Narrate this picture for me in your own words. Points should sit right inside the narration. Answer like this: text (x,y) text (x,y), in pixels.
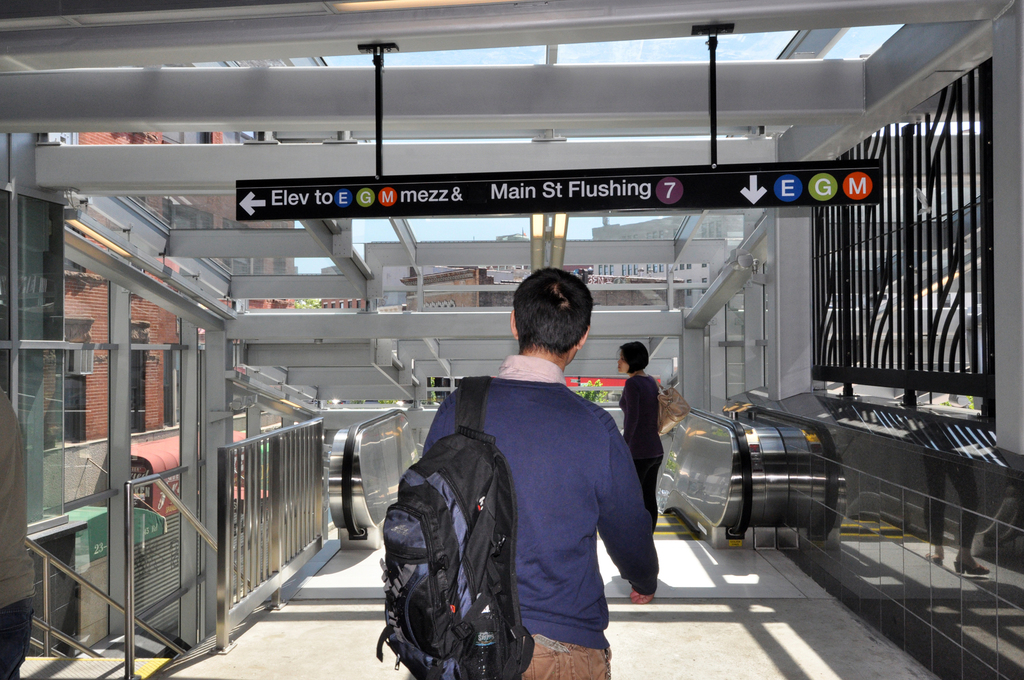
One person (554,463) is wearing a blue jacket (550,484) and holding a bag (504,549) moving towards the escalator (738,465). One lady (631,378) is standing near the escalator (769,484). And near the escalator (345,449) there are some railings (296,495). In the background (141,380) there are some buildings (143,360) and one sign board (534,190) is hanged over the ceiling (727,161). There is a grill (846,277) near the escalator (732,478).
